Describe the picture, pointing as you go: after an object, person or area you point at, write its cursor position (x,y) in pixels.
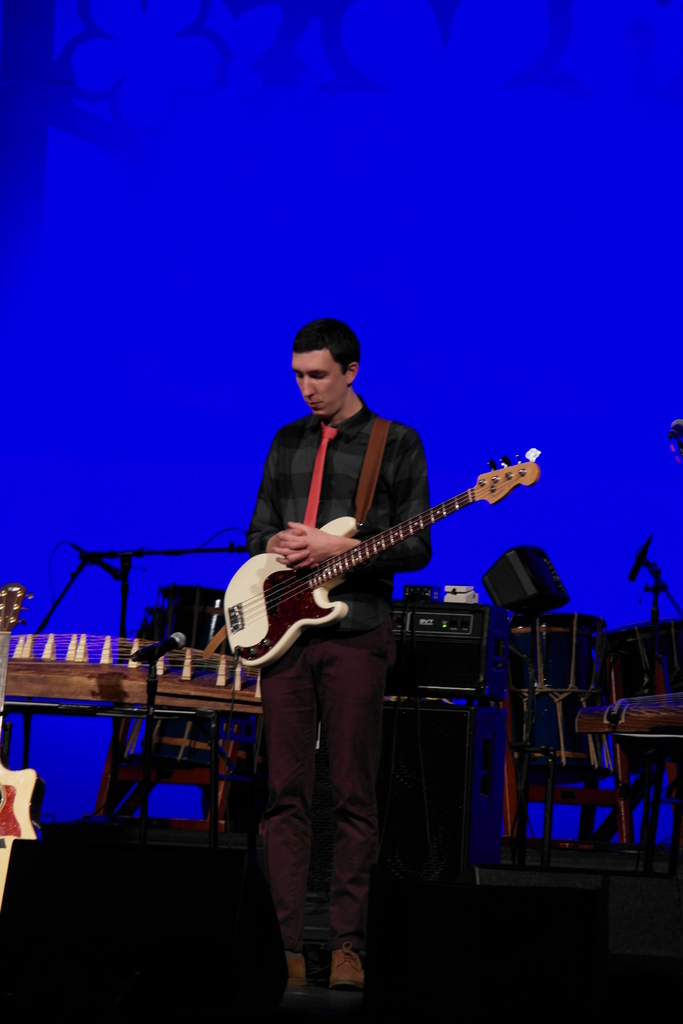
In this picture there is a person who is standing at the center of the image (350,344) by holding the guitar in his hands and there are musical instruments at the right side of the image (521,619), and the color of the background (613,319) is blue.
